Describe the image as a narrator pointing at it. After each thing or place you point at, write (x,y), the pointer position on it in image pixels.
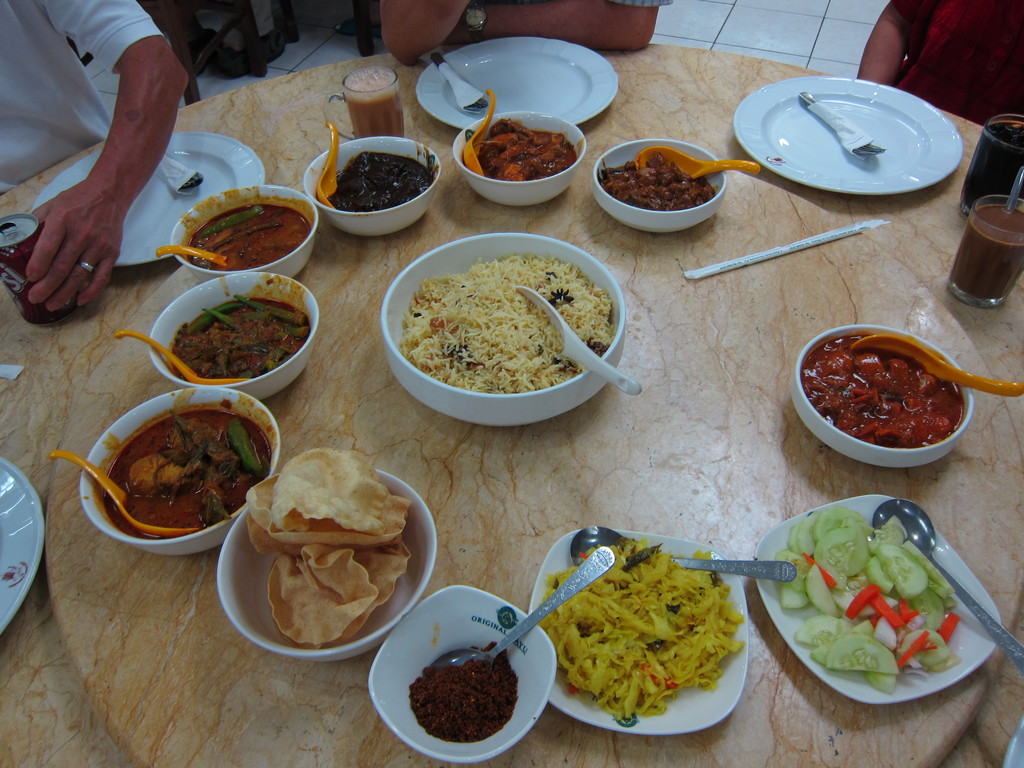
In this image we can see the food items (345,495) placed in the bowls (388,652), plates (618,581) and also cups (476,689). We can also see the spoons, glasses (1010,277) and also the empty plates (841,100) with the tissue (842,136) and spoon (813,112). There is also a tin (25,280) and two persons (72,102) sitting. There is also another person (987,57) sitting in front of the table (897,264). Floor (731,26) is also visible.
